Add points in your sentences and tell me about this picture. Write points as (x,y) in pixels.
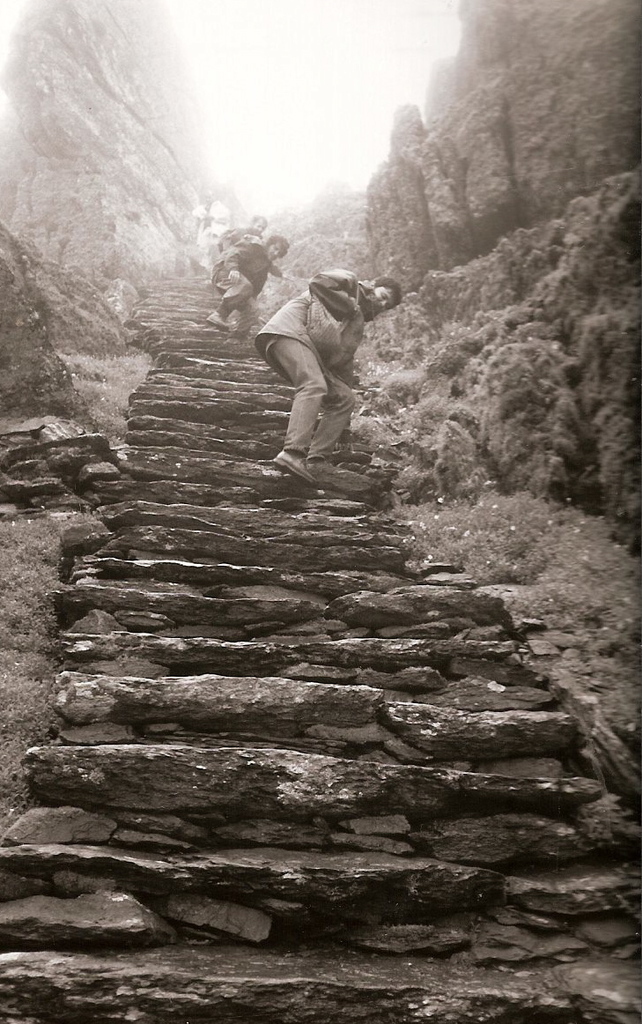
This image is a black and white image. In the middle of the image (226,465) there are a few steps (266,648) and a few people (223,310) are climbing the steps (262,367). In the background (449,201) there are many rocks (90,271).
